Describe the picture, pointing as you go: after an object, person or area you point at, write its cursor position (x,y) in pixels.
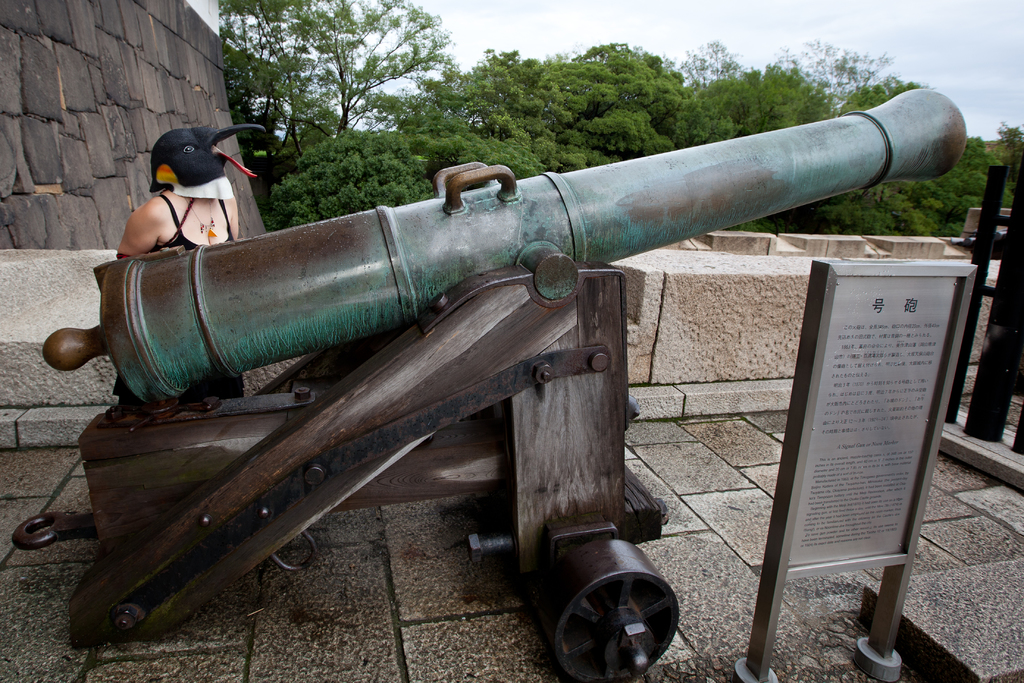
In the picture I can see a person (172,244) is standing and wearing mask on the head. I can also see a cannon (662,211), fence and a board (872,460) which has something written on it. In the background (449,159) I can see trees (460,127), wall (162,113) and the sky (739,51).
